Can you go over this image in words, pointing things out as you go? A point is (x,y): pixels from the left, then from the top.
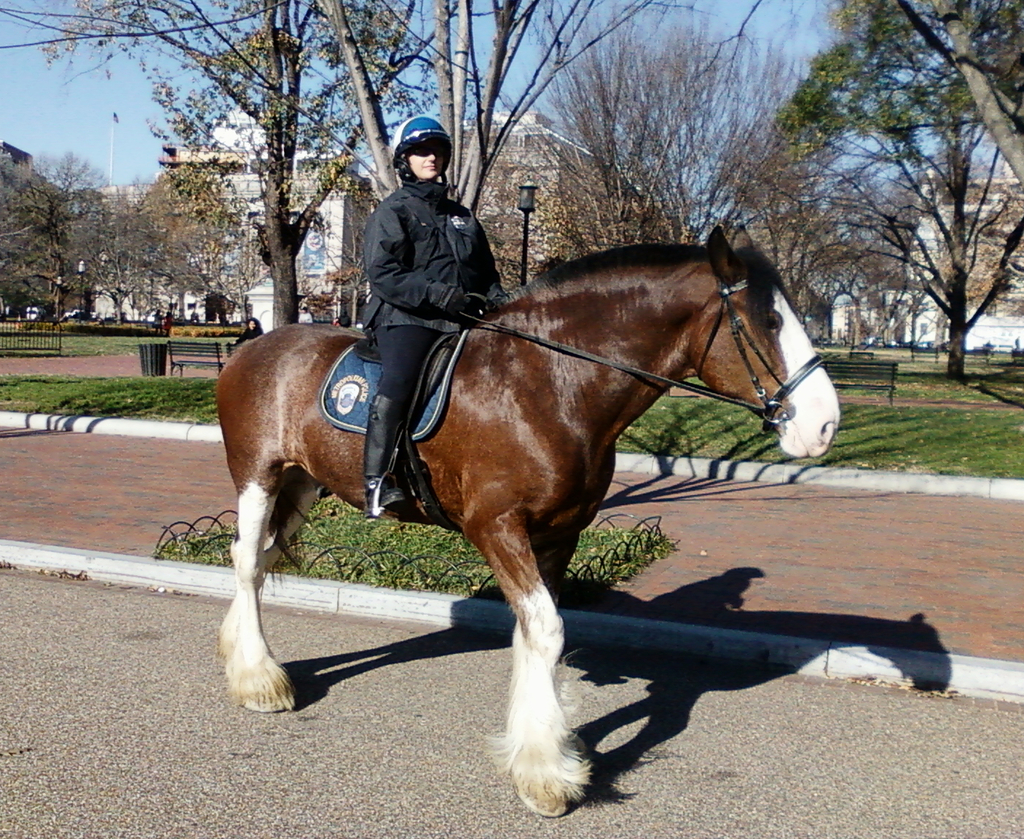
In the foreground (632,628) I can see a person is riding a horse (527,451) on the road (476,664). In the background (98,398) I can see a fence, grass (184,407), trees (136,302), benches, light poles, buildings (297,250), vehicles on the road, crowd (304,309) and the sky (69,5). This image is taken may be during a day in a park (740,616).
